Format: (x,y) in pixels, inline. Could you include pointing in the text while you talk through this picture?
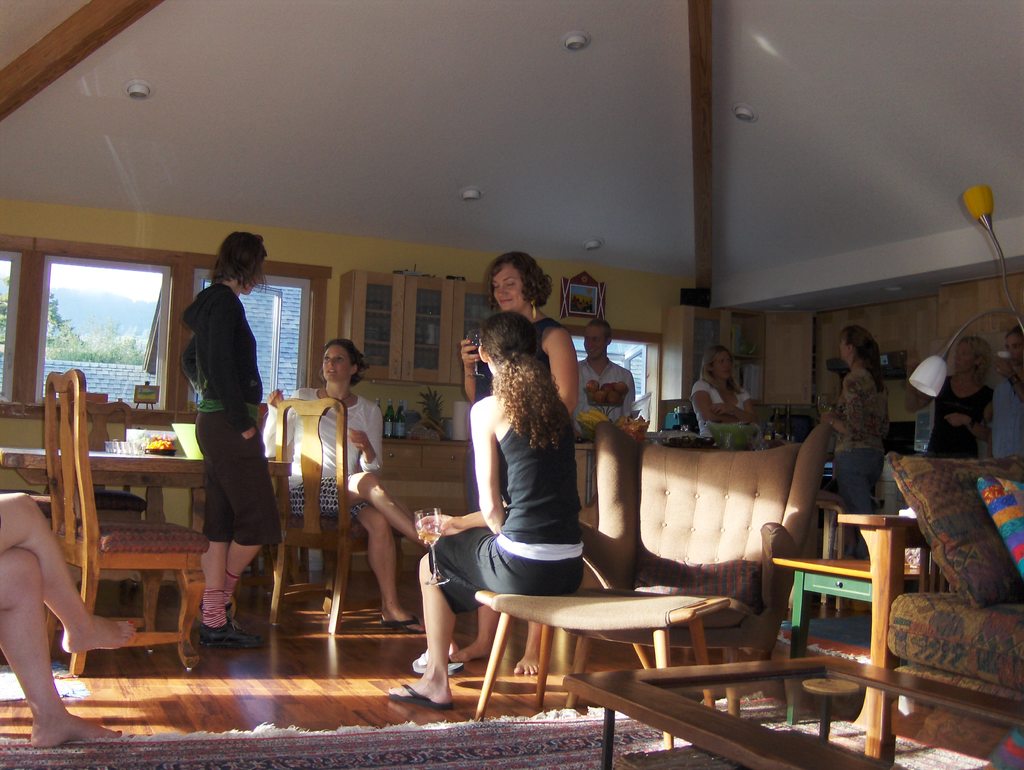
Here we can see group of people (358,390) sitting and standing on chairs (664,495) and there are tables (185,471) present and there is a window (59,320) present.
